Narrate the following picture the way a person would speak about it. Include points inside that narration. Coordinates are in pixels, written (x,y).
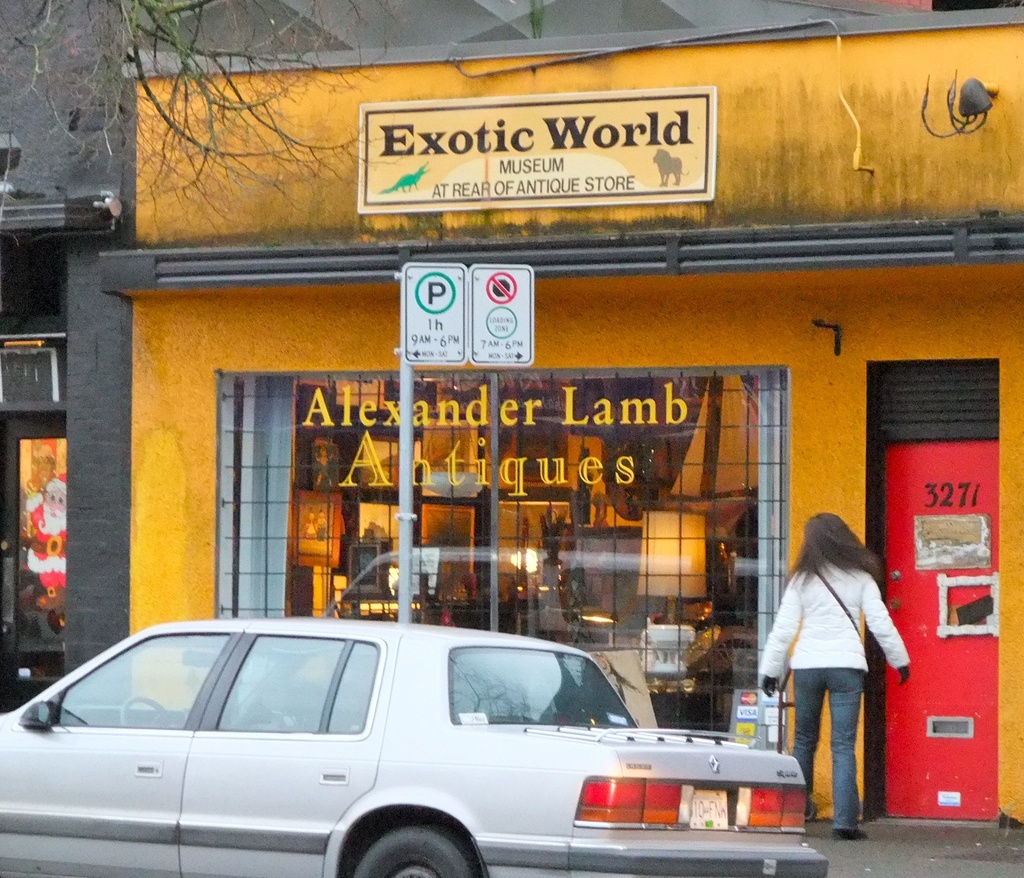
In this picture we can see a woman (815,619) and a car (439,695) in front of the store (631,571), and we can see few sign boards (448,334), metal rods (408,426), hoarding (435,105) and a tree (158,23).
